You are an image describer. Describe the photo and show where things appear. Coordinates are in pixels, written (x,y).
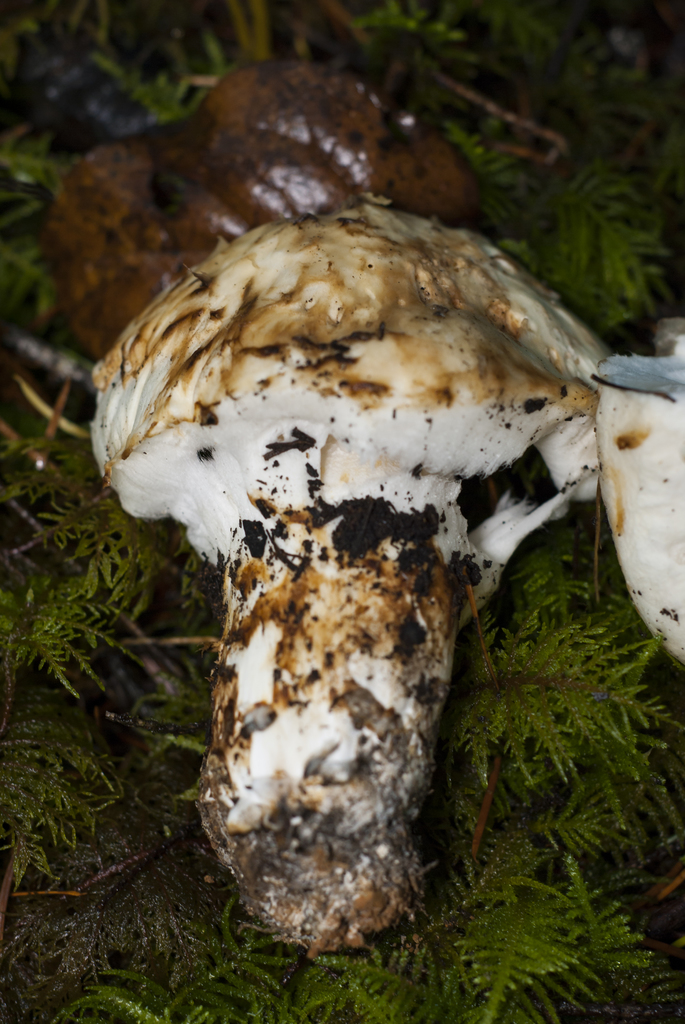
In the image we can see a mushroom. Behind the mushroom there is grass (616,226).
